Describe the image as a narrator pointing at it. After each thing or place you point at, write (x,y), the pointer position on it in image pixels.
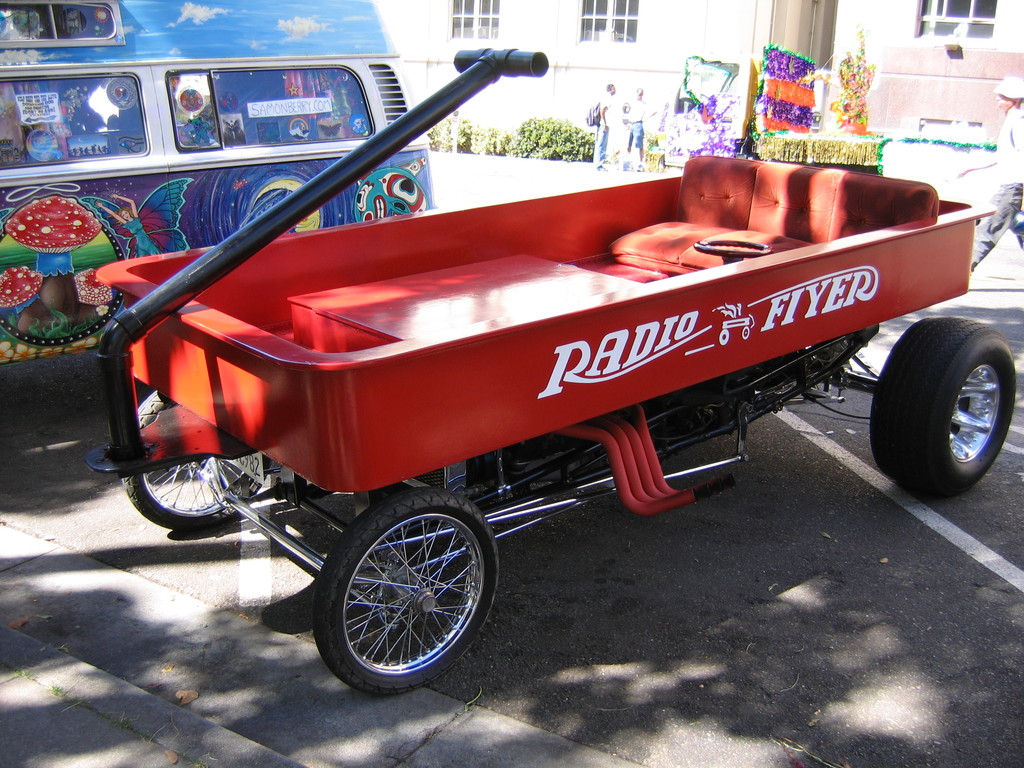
In the background (695,29) we can see the wall (522,99), windows (966,126), plants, objects (791,123) and people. In this picture we can see vehicles (243,26). On the right side of the picture (990,244) looks like a person (1023,85) is walking. At the bottom portion of the picture (790,729) we can see the road (1019,306).
